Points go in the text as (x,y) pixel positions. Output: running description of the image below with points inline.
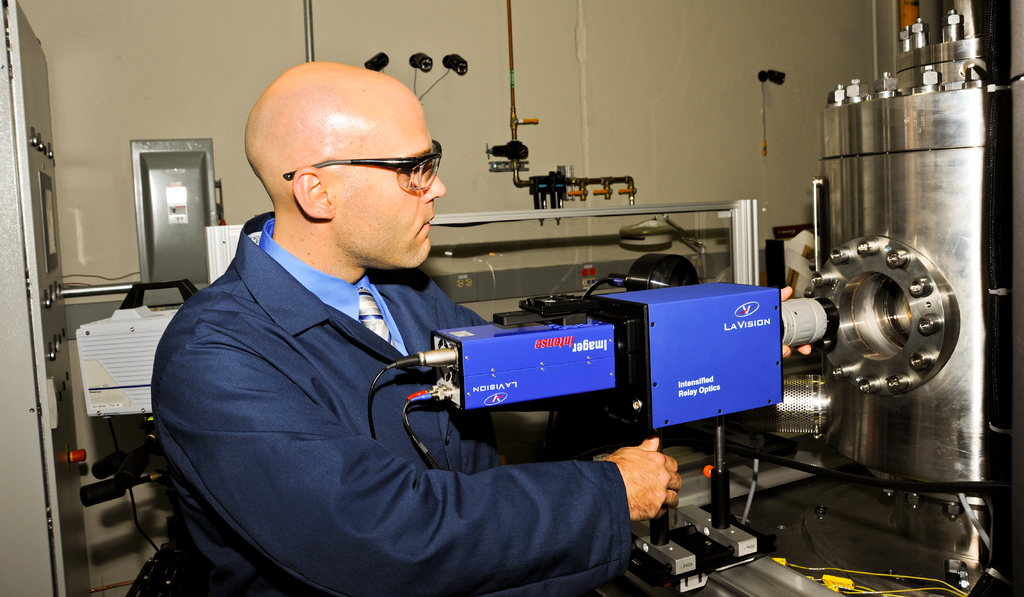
In this I can see a man (425,327) is operating the machine (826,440), he wore coat (349,328), tie (374,328), shirt (357,321), spectacles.
